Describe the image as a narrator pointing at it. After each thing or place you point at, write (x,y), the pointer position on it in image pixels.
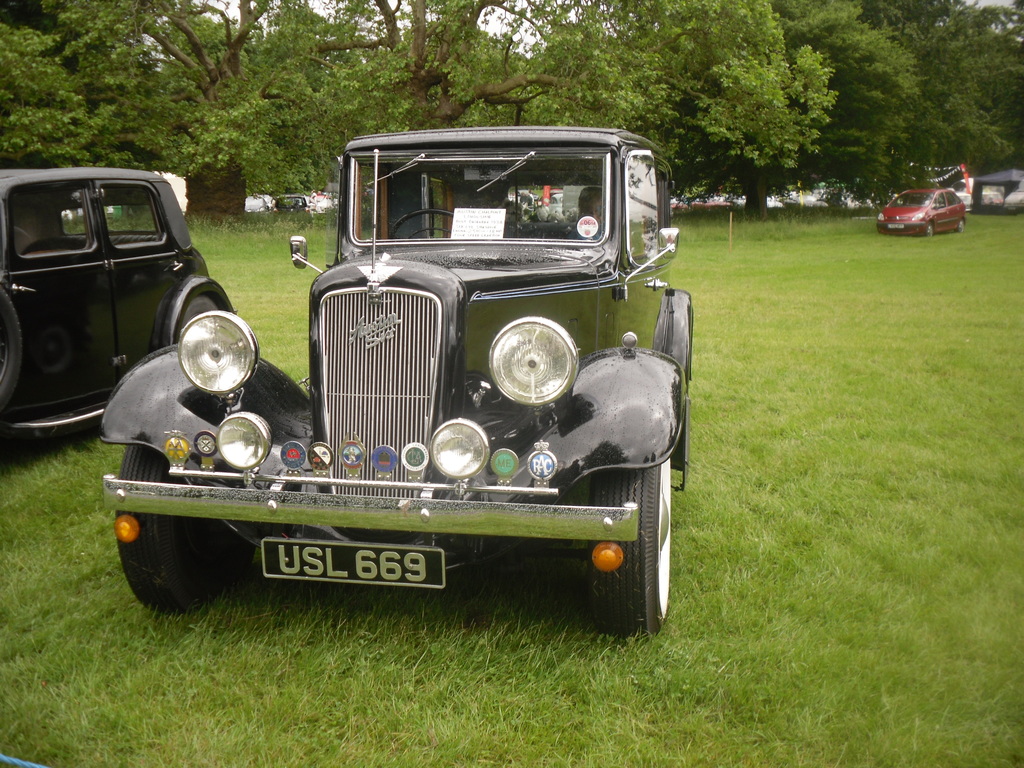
In this image we can see two cars (300,260) on the grassy land (258,251). Behind the cars (323,393) we can see group of trees (320,168) and vehicles (283,202). In the top right (925,220) we can see an object (1013,178) and a vehicle (959,201). At the top (578,11) we can see the sky (524,0).
